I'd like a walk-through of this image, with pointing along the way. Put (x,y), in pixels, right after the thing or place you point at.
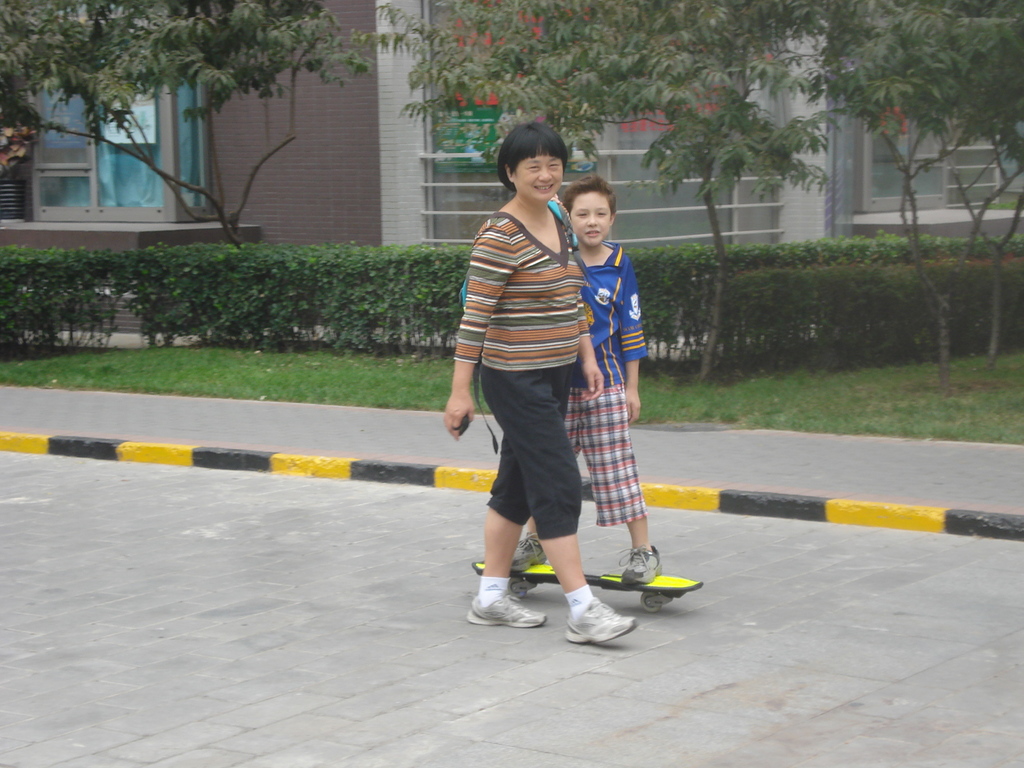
In this picture there is a woman (505,207) walking and carrying a bag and smiling, beside her there is a boy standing on skate board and we can see road (265,490), grass (318,355), trees (61,78) and plants (230,283). In the background of the image (344,188) we can see building (871,215).
